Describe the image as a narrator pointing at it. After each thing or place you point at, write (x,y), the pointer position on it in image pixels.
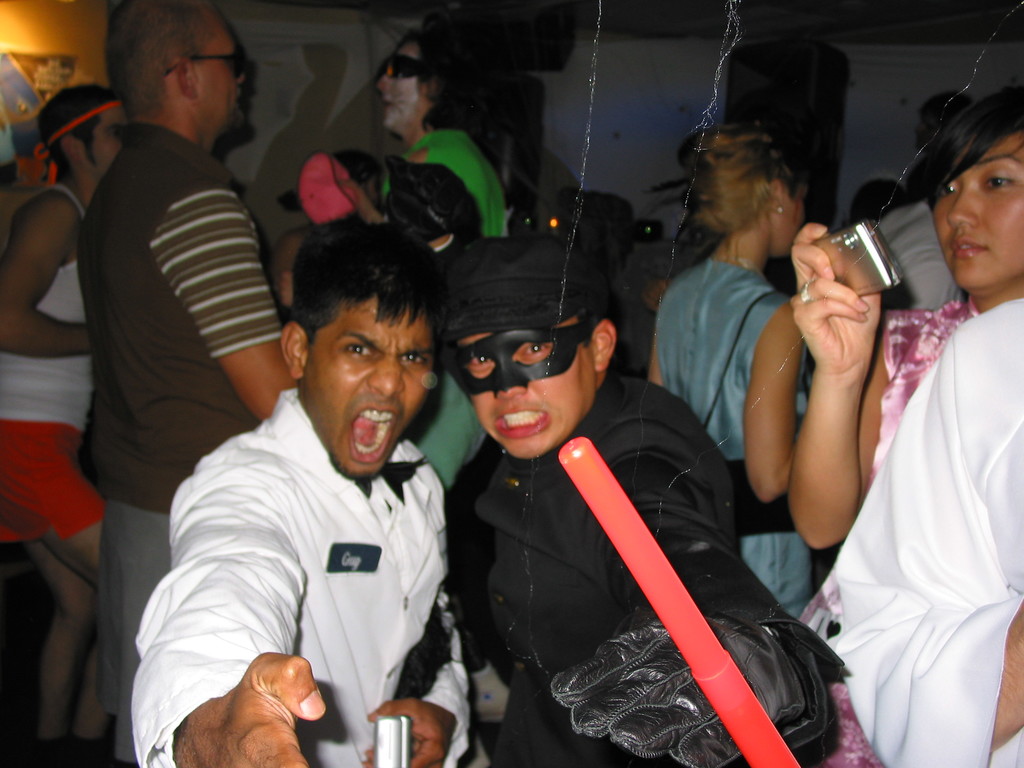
In this picture I can see number of people (355,217) in which few of them are wearing costumes (536,367) and the woman (861,363) on the right (843,323) is holding an electronic device (880,283). On the top left corner of this picture (17,17) I can see the light (58,11).
